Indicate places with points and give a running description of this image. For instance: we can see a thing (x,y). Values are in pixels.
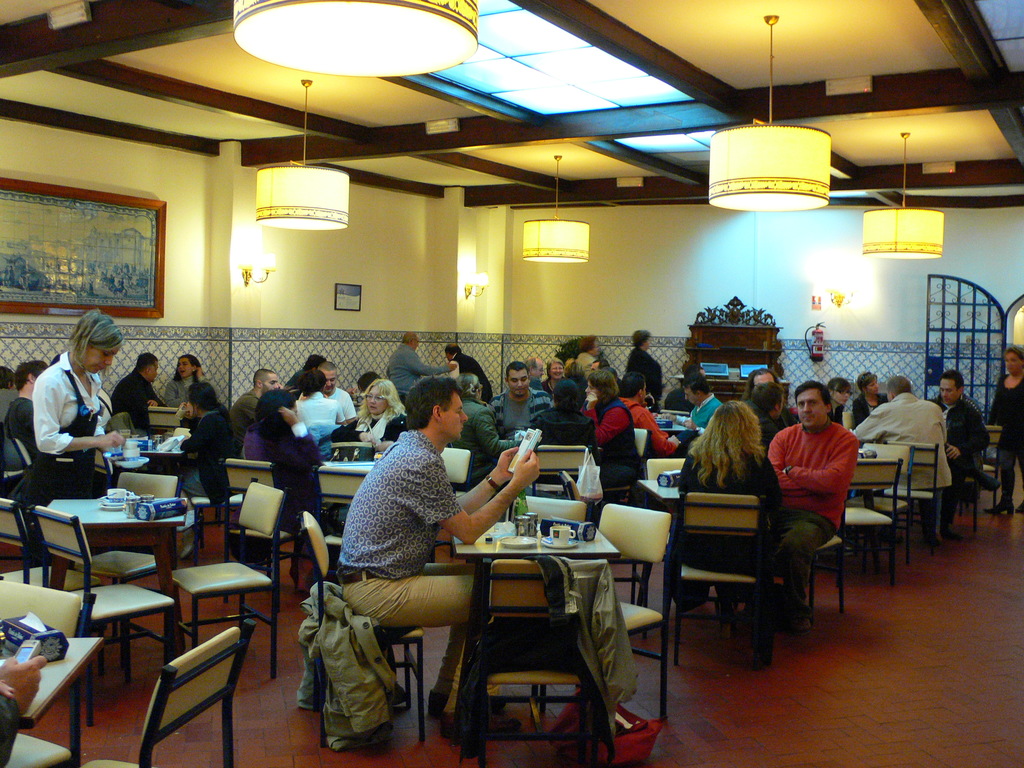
Most of the persons (238,402) are sitting on a chair (502,577). In-front of this person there are tables (482,549), on this table (600,541) there is a cup (560,539), plate (560,539) and things (522,527). This woman (92,481) is standing. A picture (137,273) on wall (190,270). On top (811,148) there are lights (786,168). On this chair (589,737) there is a jacket (574,603).
